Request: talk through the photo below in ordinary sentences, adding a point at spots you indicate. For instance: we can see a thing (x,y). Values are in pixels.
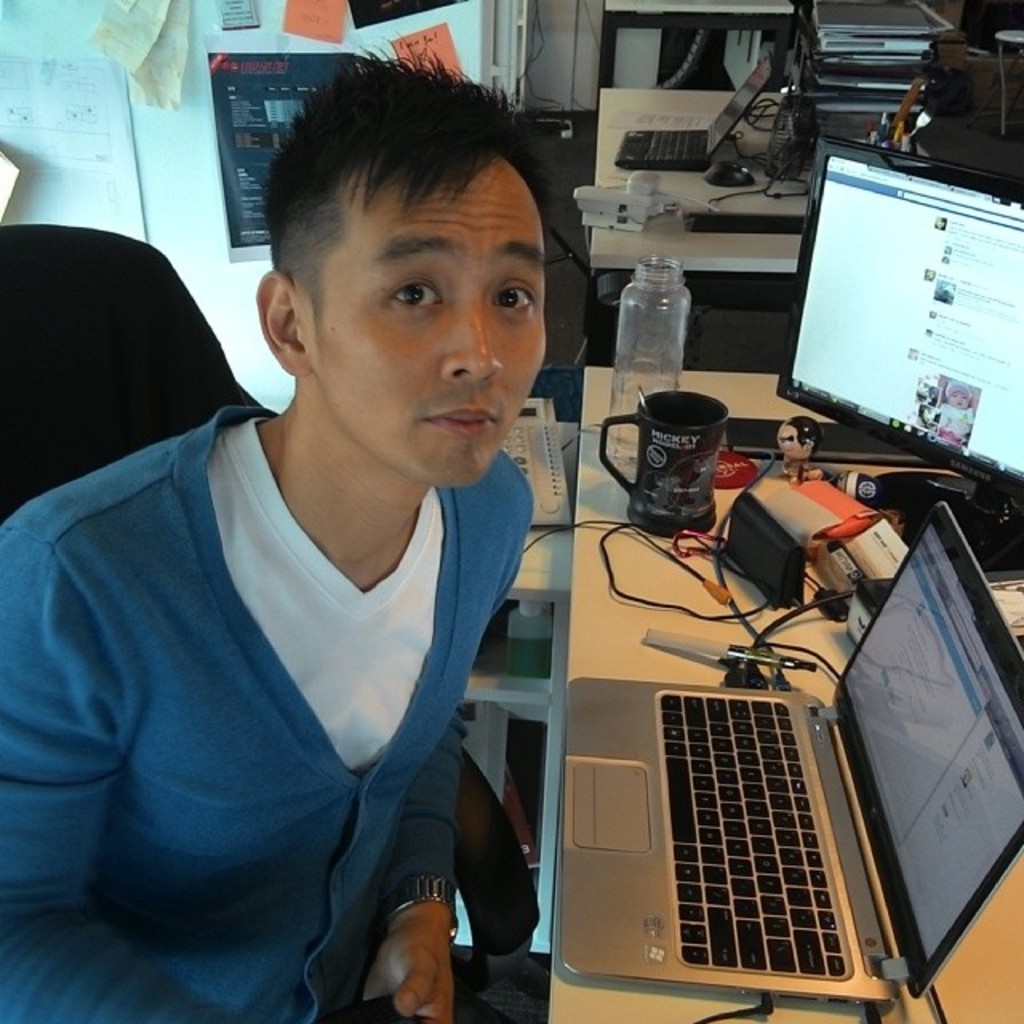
In this image we can see a person (11,746) sitting and there is a table (918,1023) in front of him and on the table (681,1007), we can see computer (851,226), laptop (784,709) and some other things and to the side there is another table (744,146) with some files (883,48), laptop (719,136) and telephone (612,194). In the background (466,49), we can see a wall (158,128) with some posters (235,191).
